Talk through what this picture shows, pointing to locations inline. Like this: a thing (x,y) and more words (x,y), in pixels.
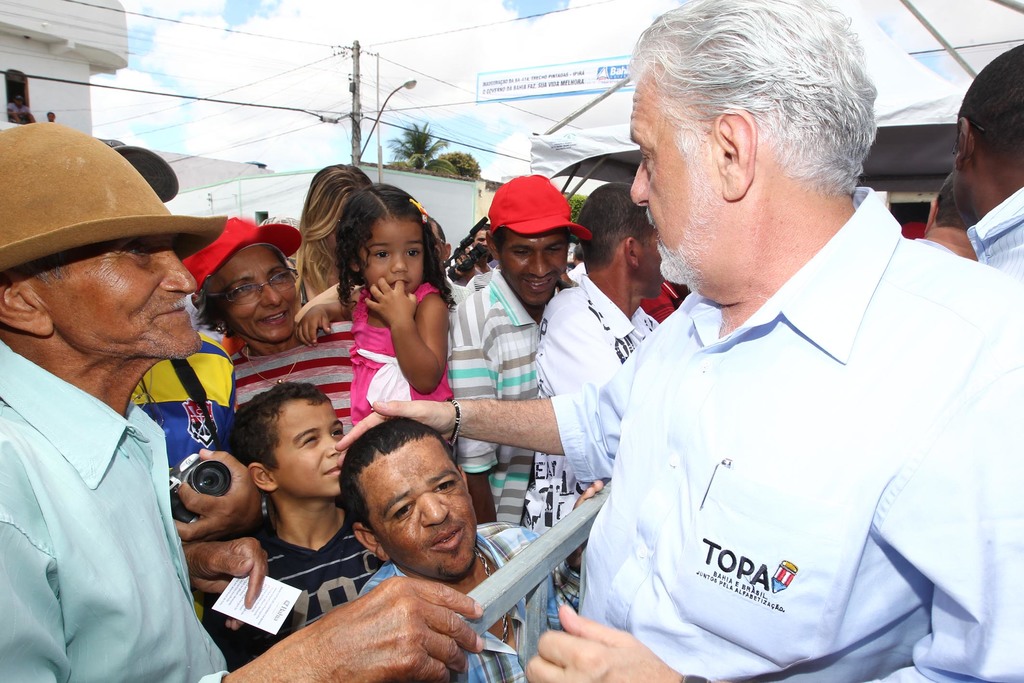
In the image we can see there are people (511,307) standing and there is a man (639,647) in front (476,412) and he is putting his hand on the head (428,543) of a person (415,550). Behind there are trees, there are buildings (37,102) and there is an electric light pole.
